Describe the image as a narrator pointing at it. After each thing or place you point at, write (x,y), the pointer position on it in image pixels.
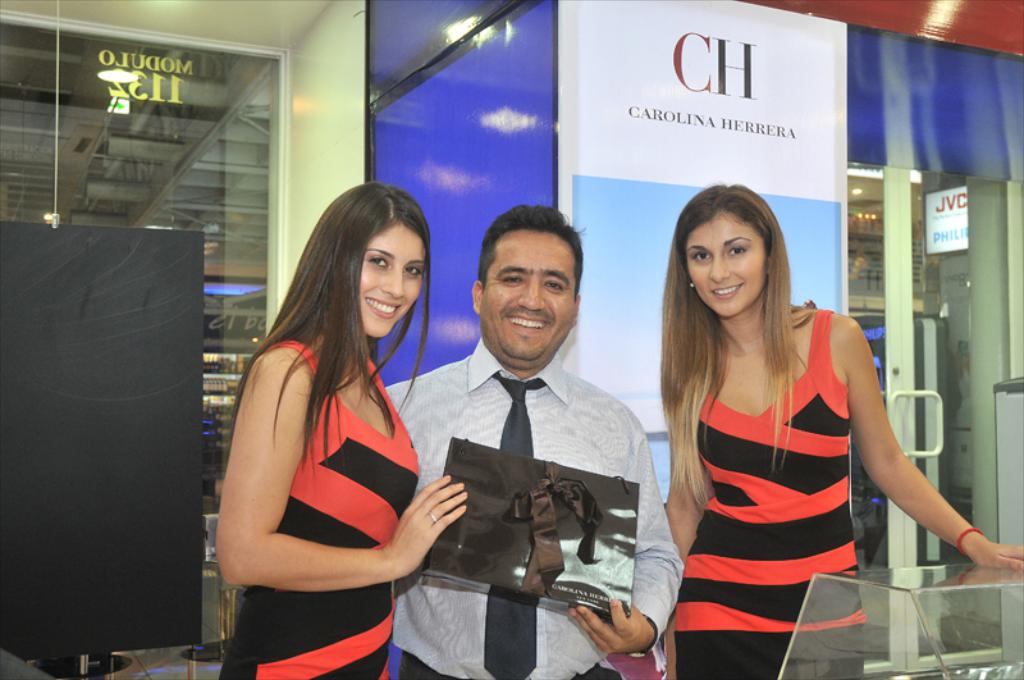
In this image there are two women (766,422) man (561,458) and woman (377,526) are holding a box (515,517) in their hands (430,531), in the background (448,41) there is a glass wall (859,521), to that wall (1018,74) there is a banner (727,80) on that banner (714,94) there is some text (720,84).
